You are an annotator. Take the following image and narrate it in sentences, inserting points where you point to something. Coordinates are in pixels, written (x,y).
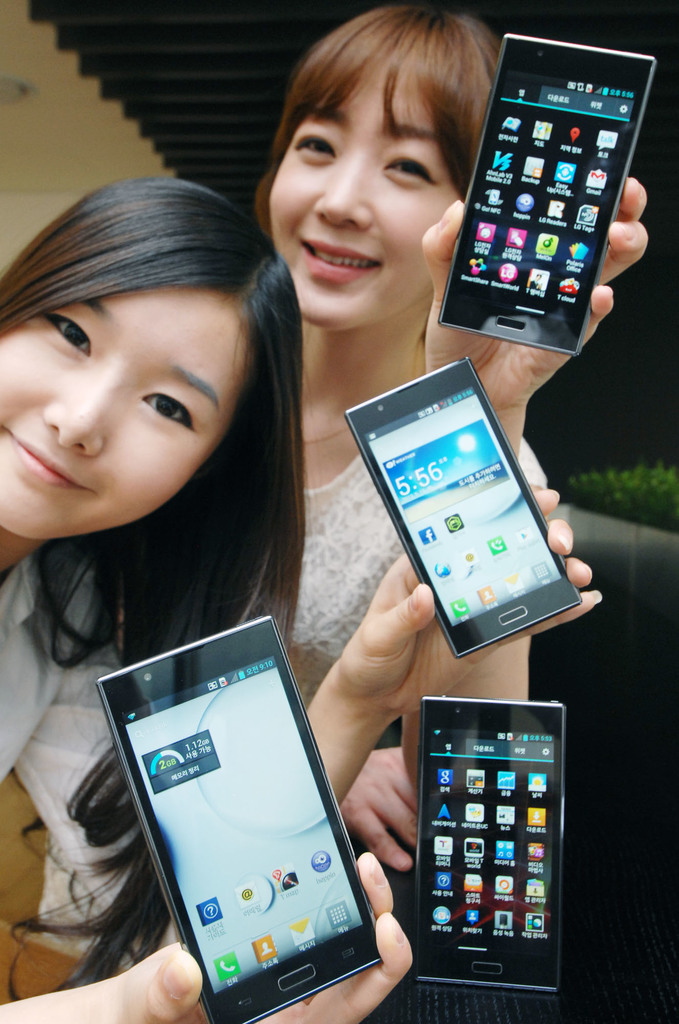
In this image we can see people (325,540) holding mobile phones (469,643).
